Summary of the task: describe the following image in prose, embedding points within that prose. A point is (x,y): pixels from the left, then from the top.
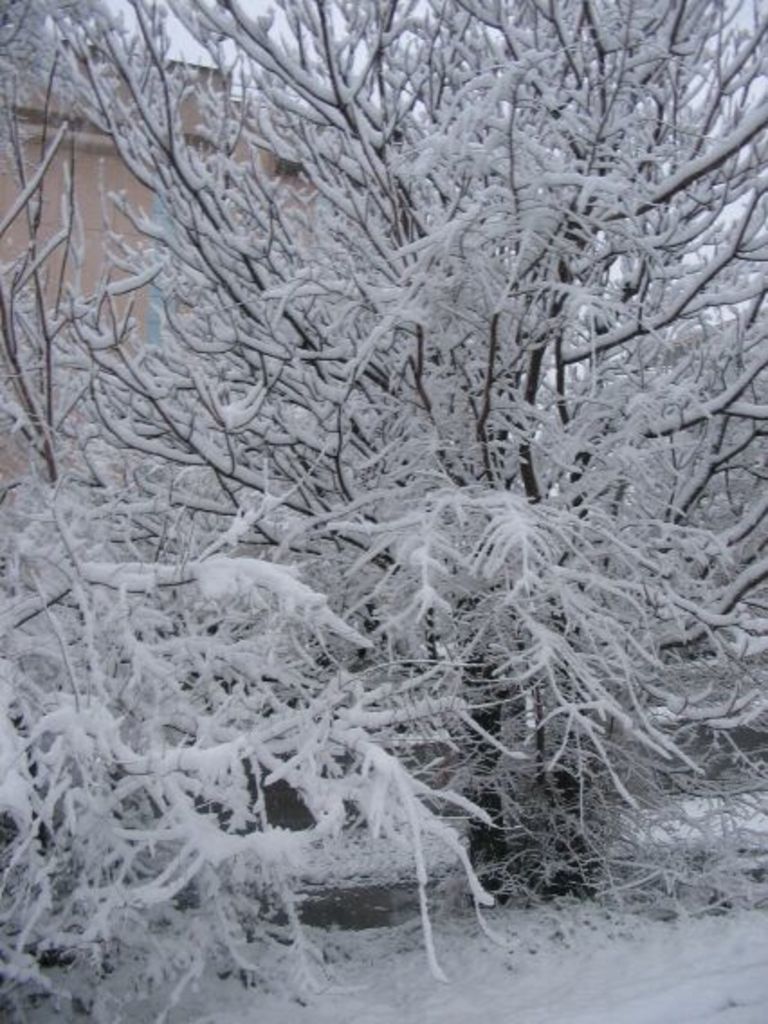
At the bottom (575,978), we see the snow (393,954). In the middle (503,344), we see the trees (290,402) which are covered with the snow (665,623). In the background (191,120), we see a building (143,302).
